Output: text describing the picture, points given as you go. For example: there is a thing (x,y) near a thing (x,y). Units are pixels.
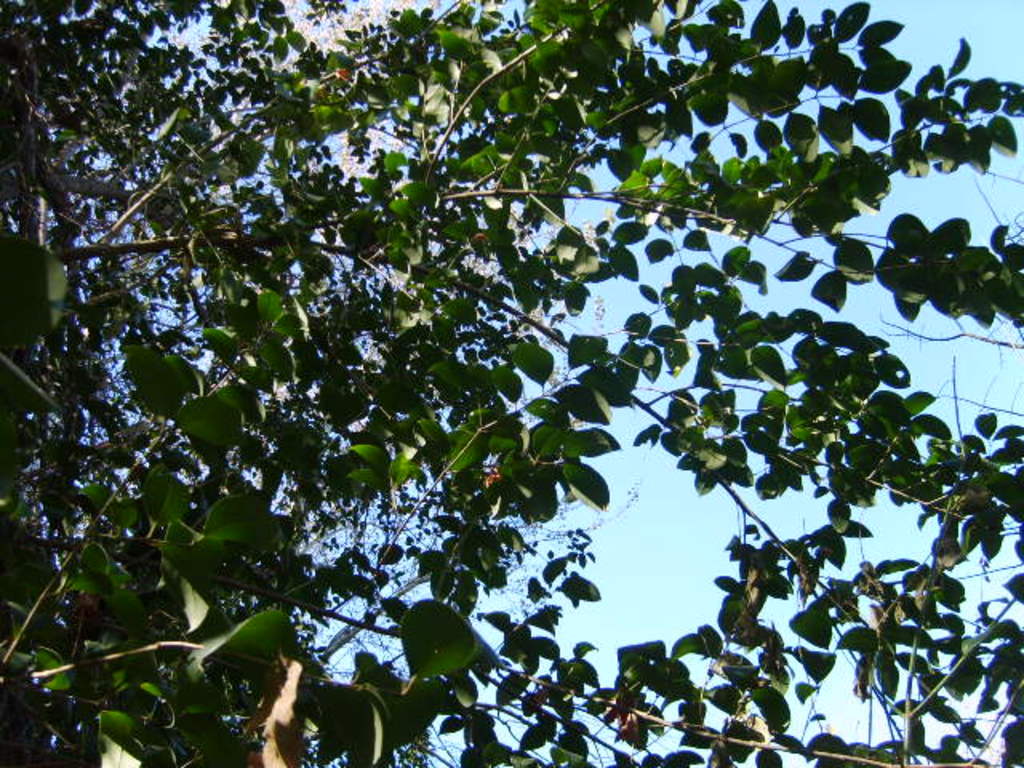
In this image, we can see there are branches (914,767) of the trees (434,578), which are having green color leaves (434,578). In the background (651,286), there is the blue sky (985,64).
